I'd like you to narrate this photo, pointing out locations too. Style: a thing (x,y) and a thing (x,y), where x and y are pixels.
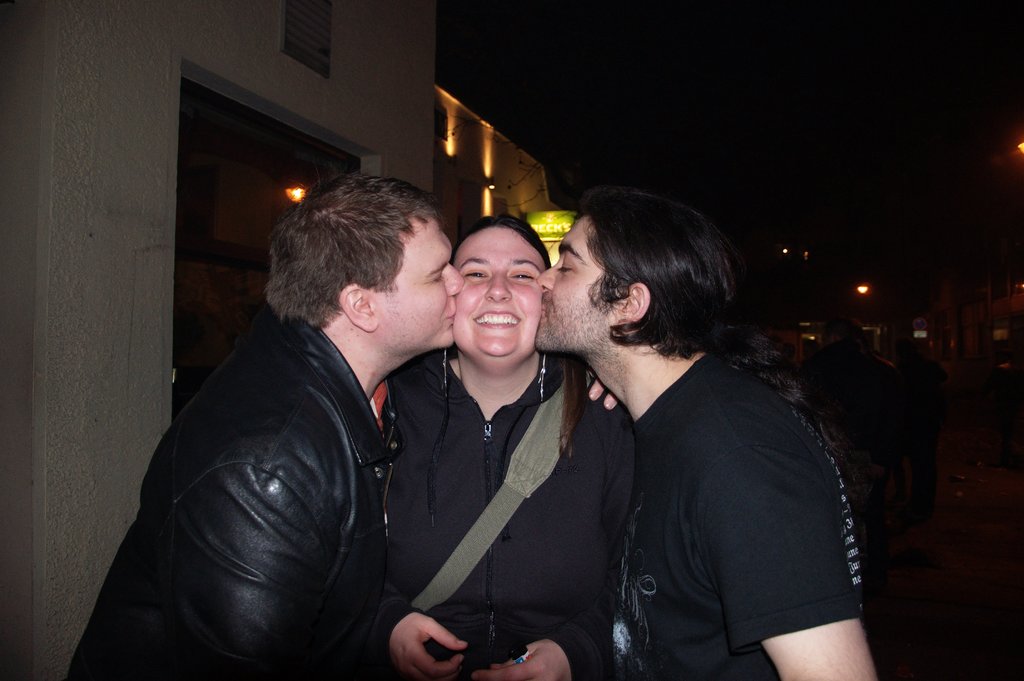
In this picture we can see two men (301,475) and one woman (430,403) where woman (467,267) is smiling and two men (599,294) are kissing her and in the background (255,168) we can see building (229,173) with windows (216,223), lights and it is dark.
